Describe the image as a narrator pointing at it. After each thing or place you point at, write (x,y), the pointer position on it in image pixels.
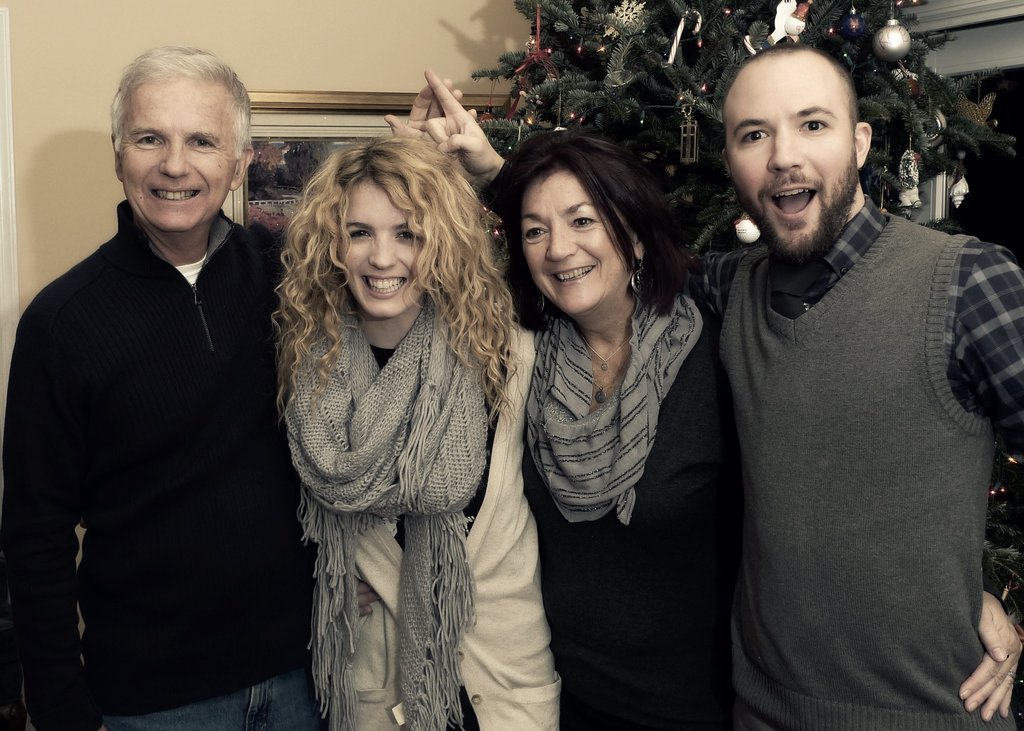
In this image there are two women (533,459) and two men (863,531) standing, in the background (647,64) there is a Christmas tree (636,55), wall (262,21) to that wall (28,50) there is a photo frame (298,97).
